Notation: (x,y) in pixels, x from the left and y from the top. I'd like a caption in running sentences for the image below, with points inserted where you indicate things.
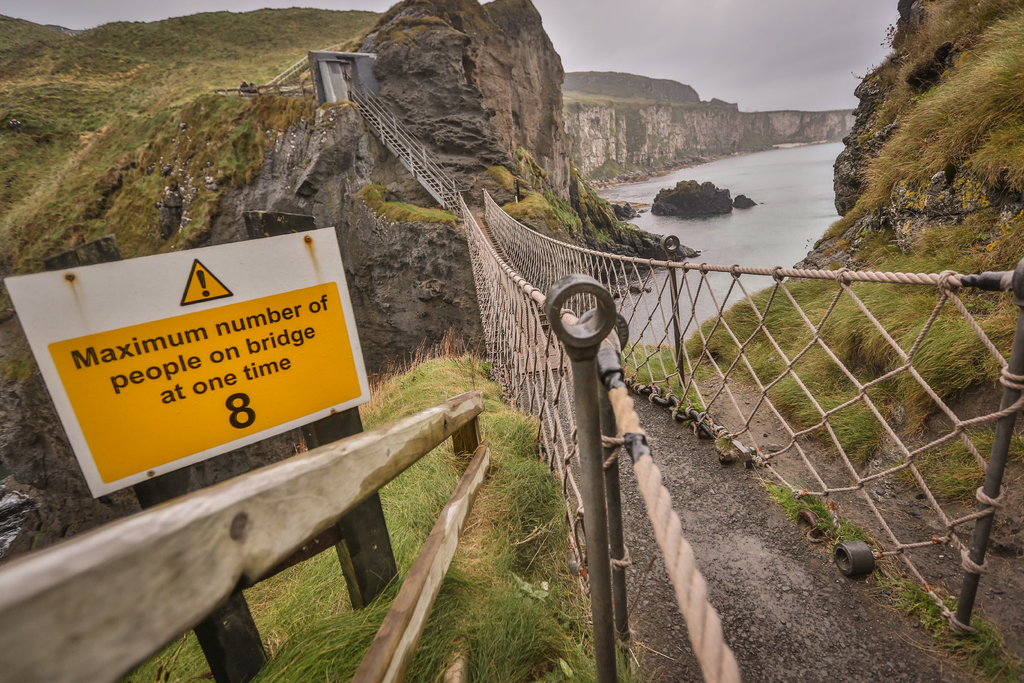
In this image, we can see the bridge (506,244) and the fence (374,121). We can also see some hills (371,23) and some grass (538,647). We can see some water (770,158) with a few objects (721,194) and a board (206,324) with some text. We can see the sky (809,68).
